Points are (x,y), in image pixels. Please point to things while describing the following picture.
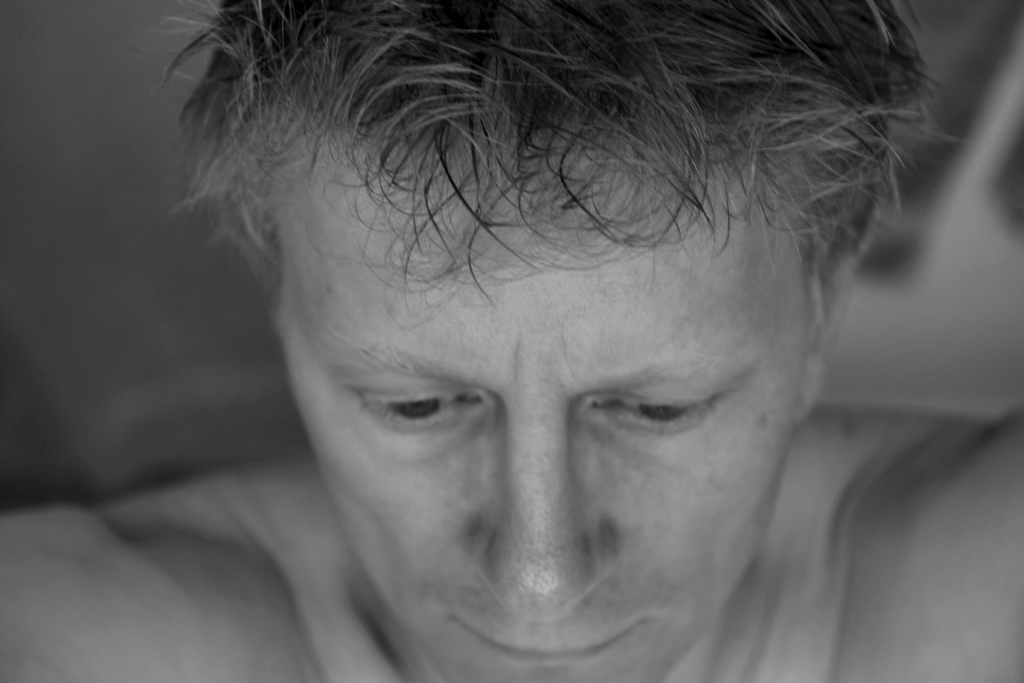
In this image in the front (530,436) there is a man (543,416) and the background (862,309) is blurry.
